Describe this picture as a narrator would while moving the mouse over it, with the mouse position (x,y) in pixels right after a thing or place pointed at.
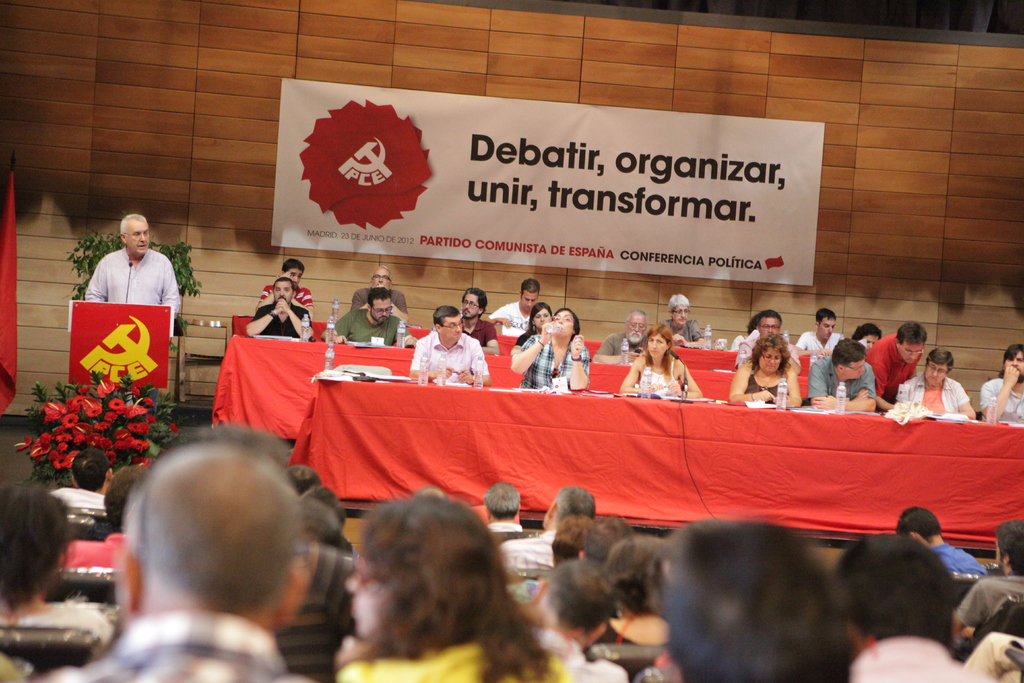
In this picture there are many persons (482,349) sitting and there is a table (604,380) in front of them which has few objects (558,388) on it and there is a person (156,290) standing in the left corner (141,286) and there is a mic (126,291) and few audience (436,574) in front of him.
